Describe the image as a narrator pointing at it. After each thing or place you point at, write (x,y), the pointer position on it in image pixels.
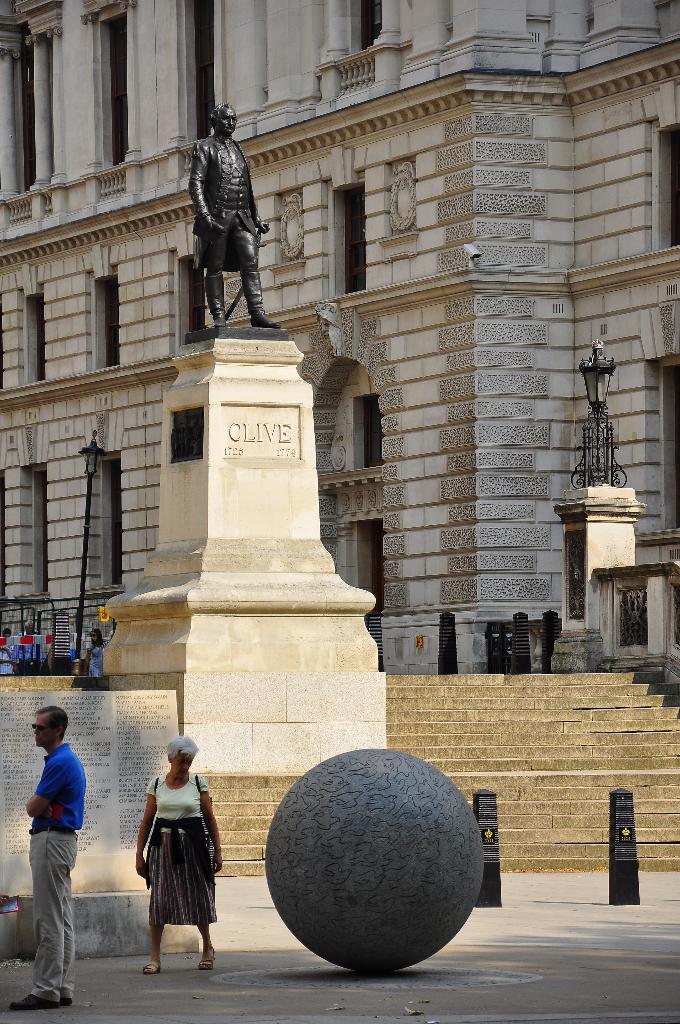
In this picture there is a black statue (241,222) placed on the brown pillar (314,755). Behind there is a brown building (366,289) with some windows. In the front (359,925) bottom side there is a round ball (343,805) and a woman (209,911) standing beside and looking to it.
